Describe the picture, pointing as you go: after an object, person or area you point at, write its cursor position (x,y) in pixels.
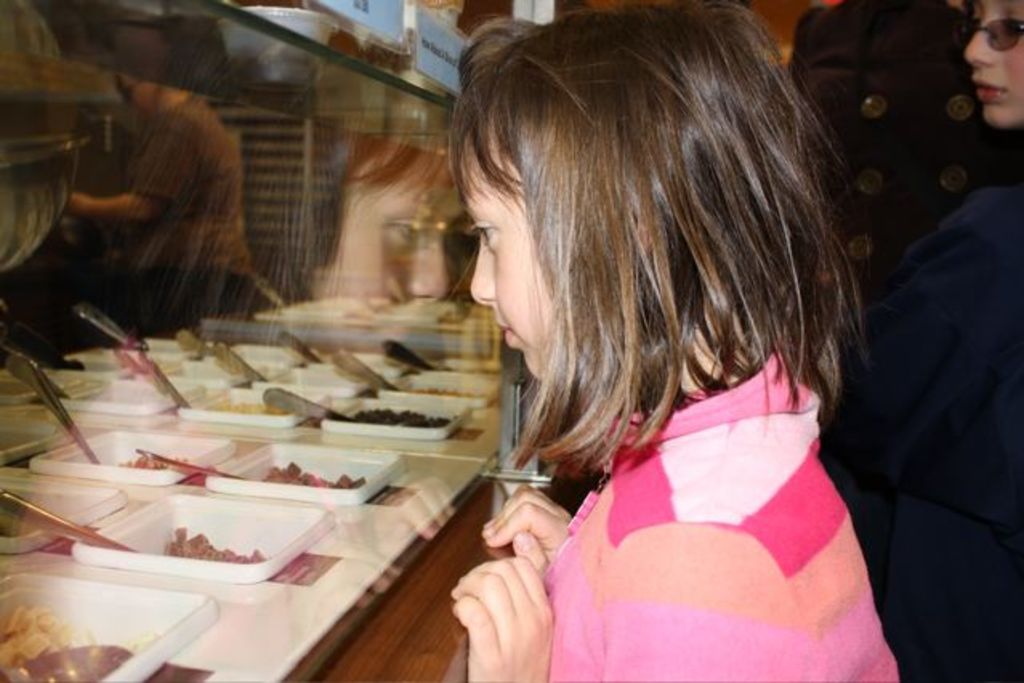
In the center of the image (525,292) we can see a girl (586,325) is standing in-front of table (463,509). On the right side of the image (895,374) we can see some people (893,265) are standing. On the left side of the image (183,563) we can see the container (290,460) which contains desserts (179,551) with spoons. At the top of the image (257,151) we can see the shelves (306,45), board (422,38), bowls (323,33) and a person (190,142) is standing, wall (363,116).
